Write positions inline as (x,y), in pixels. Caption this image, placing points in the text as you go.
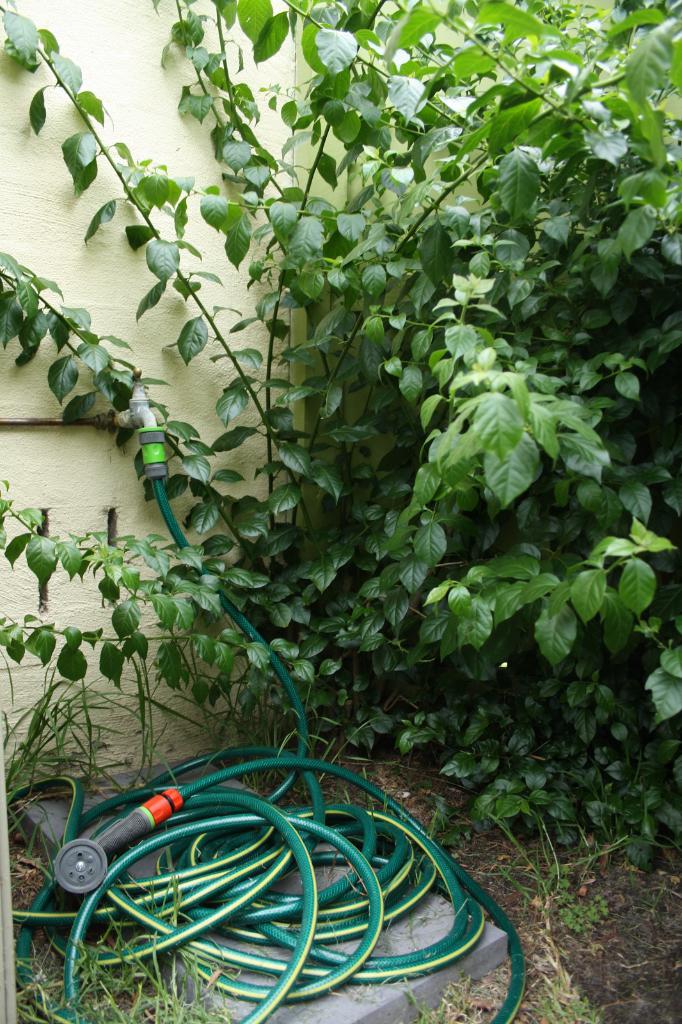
In the center of the image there is a tap (149,424). There is a pipe (368,846). There is a plant (406,524). In the background of the image (101,6) there is wall (115,320). At the bottom of the image (573,986) there is grass (564,986).
